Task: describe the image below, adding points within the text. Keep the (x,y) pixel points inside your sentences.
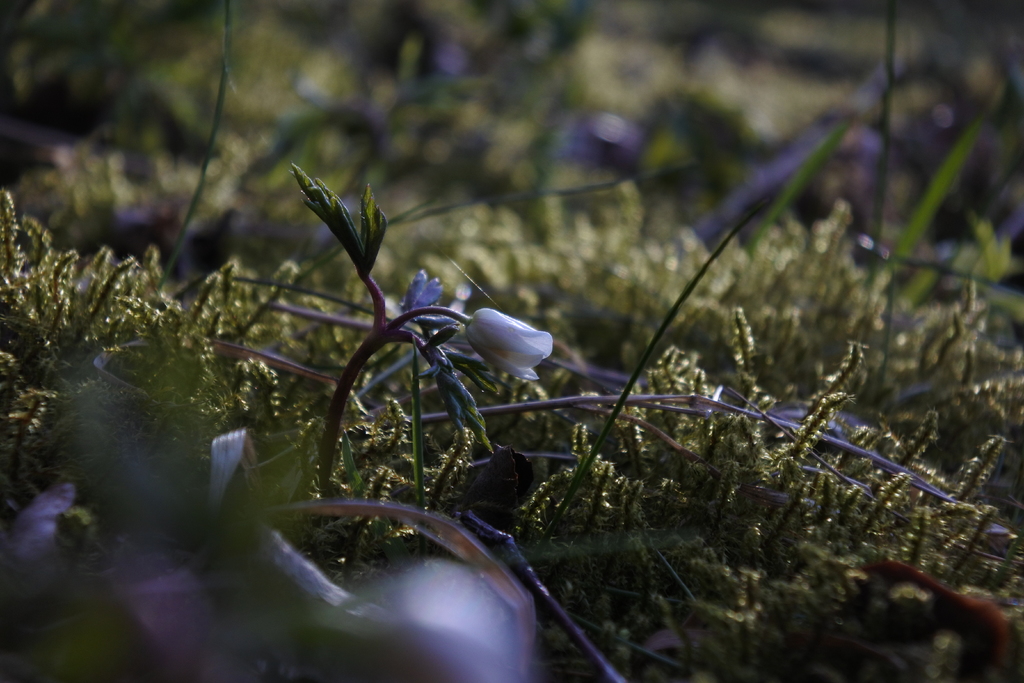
In this picture we can observe a white color flower (513,338). There is a plant (342,234). We can observe some grass (471,234) on the ground (432,233) which is in green color.
